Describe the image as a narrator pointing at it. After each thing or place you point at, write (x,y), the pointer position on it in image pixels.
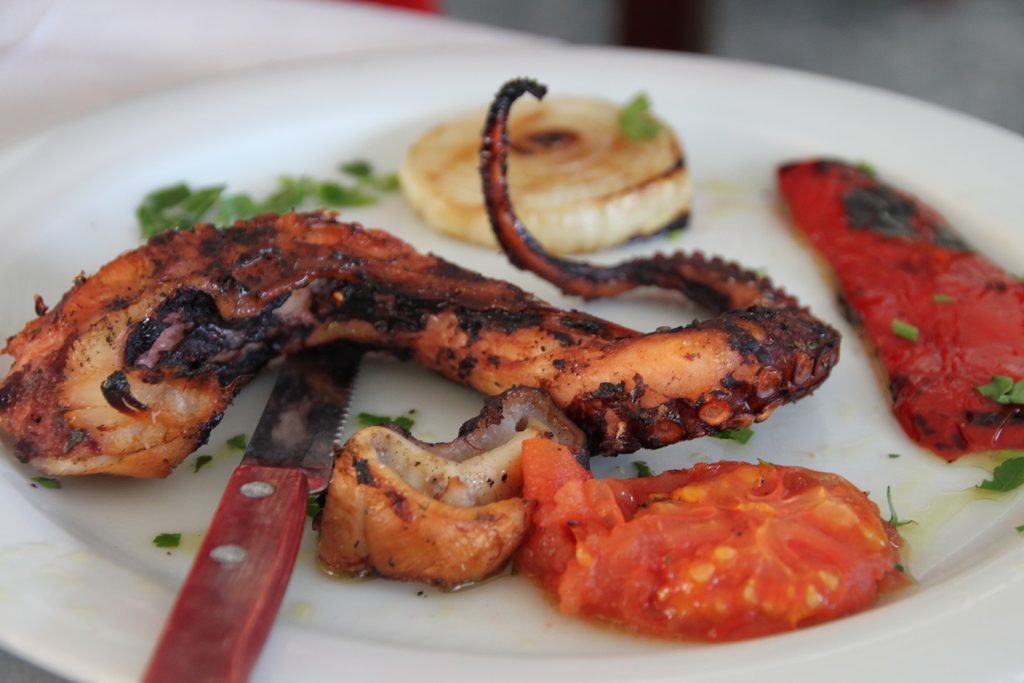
In this image there is a plate (481,619). In the plate (474,648) we can see there is meat (551,389). Beside the meat (562,265) there is some food stuff (814,498). At the bottom (245,538) there is a knife (281,556) on the plate (153,540).
